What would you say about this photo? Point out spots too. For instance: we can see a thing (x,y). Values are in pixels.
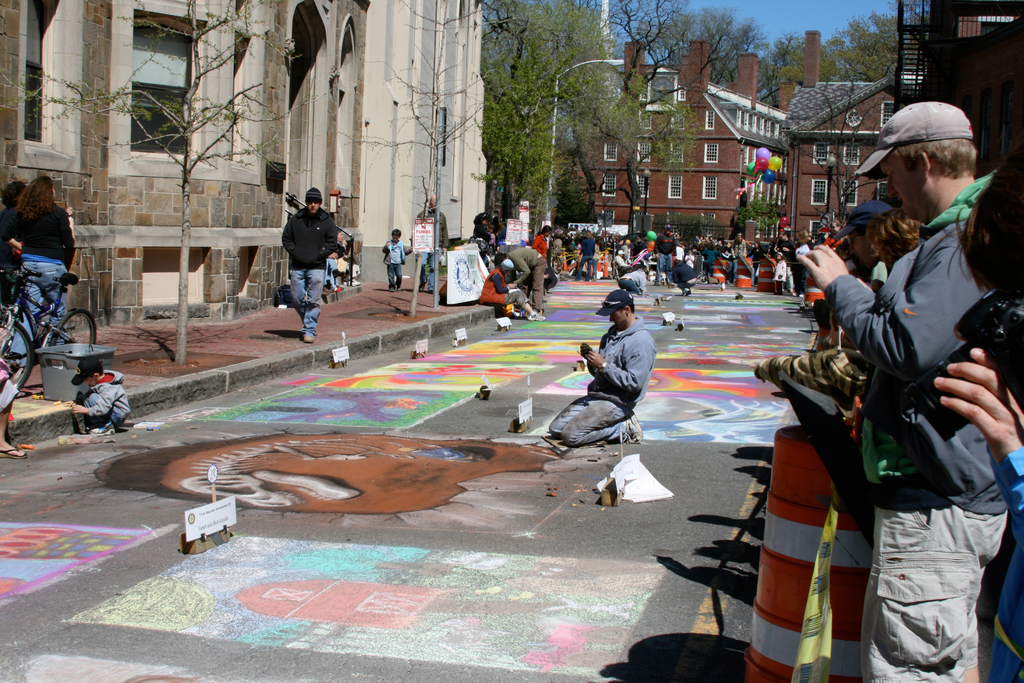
In this image we can see some paintings (383,449) which are on road (506,440), there are some persons (310,320) standing on footpath (383,331) on left (296,276) and right side of the image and in the background of the image (684,270) there are some persons (658,267) sitting, crouching and there are some trees (607,93), buildings (675,169), clear sky (783,17).
